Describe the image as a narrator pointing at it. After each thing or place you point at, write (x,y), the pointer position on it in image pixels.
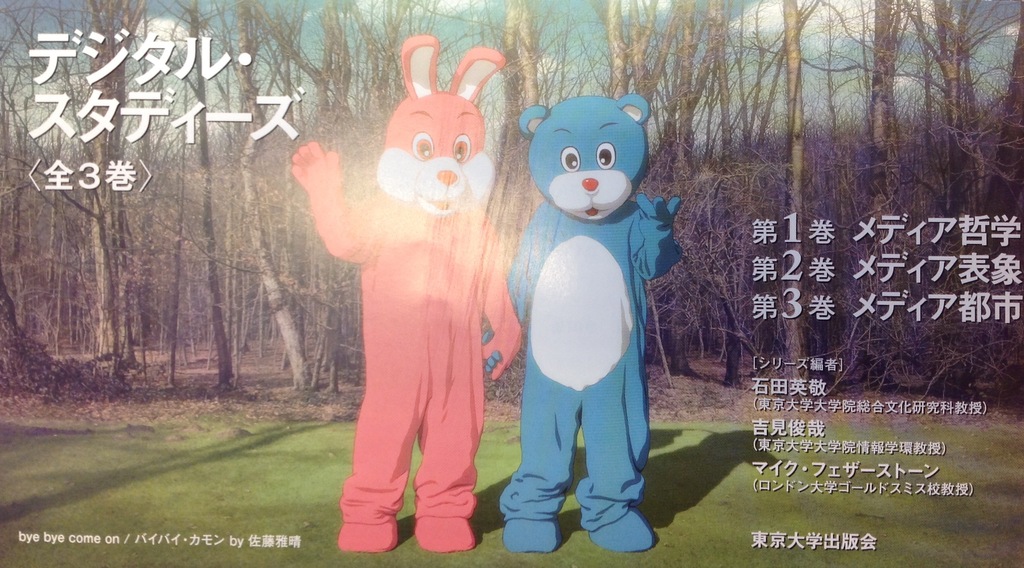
In this picture we can see two persons (455,442) standing in the front (613,540) and wearing cartoon costumes (458,311) and standing on the ground (180,509). Behind there are some dry trees (799,226). On the right corner (833,309) we can see some matter (829,267) written in the Japanese language.
